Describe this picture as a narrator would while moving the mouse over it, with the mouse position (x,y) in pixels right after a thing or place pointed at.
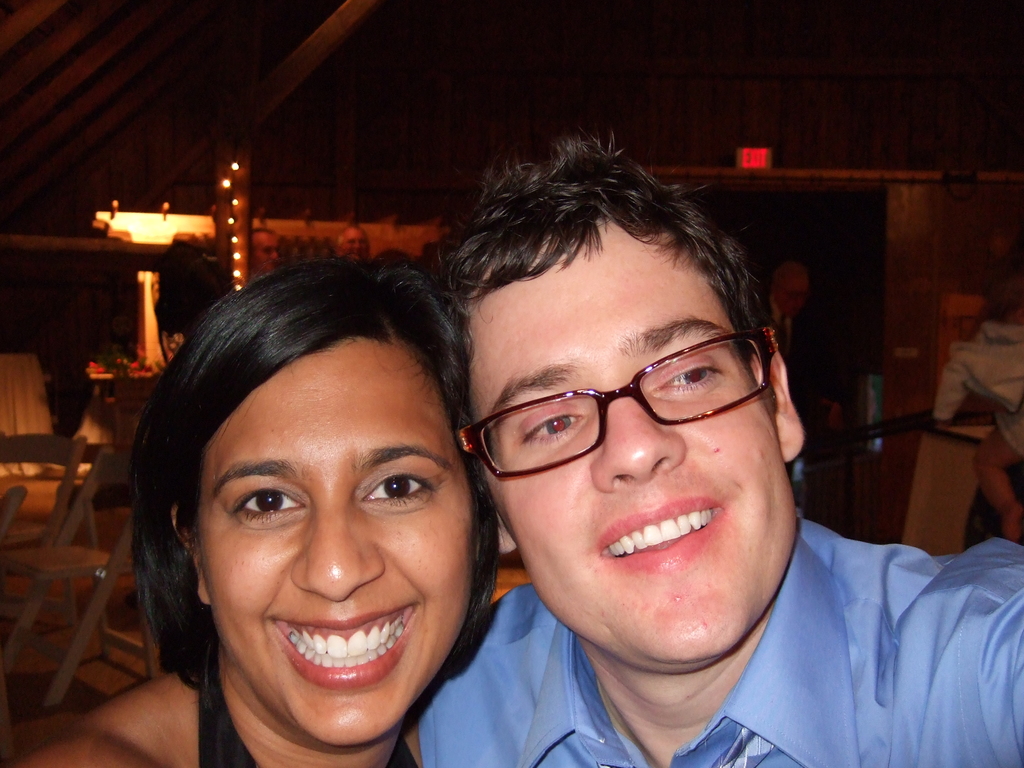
In this picture we can see a boy (697,570) wearing blue color shirt (801,692) smiling and taking a selfie with the girl (489,558) standing beside him. Behind we can see wooden chair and decorative lights (231,221) hanging in the back (239,257) Above we can see wooden shed (249,209).
